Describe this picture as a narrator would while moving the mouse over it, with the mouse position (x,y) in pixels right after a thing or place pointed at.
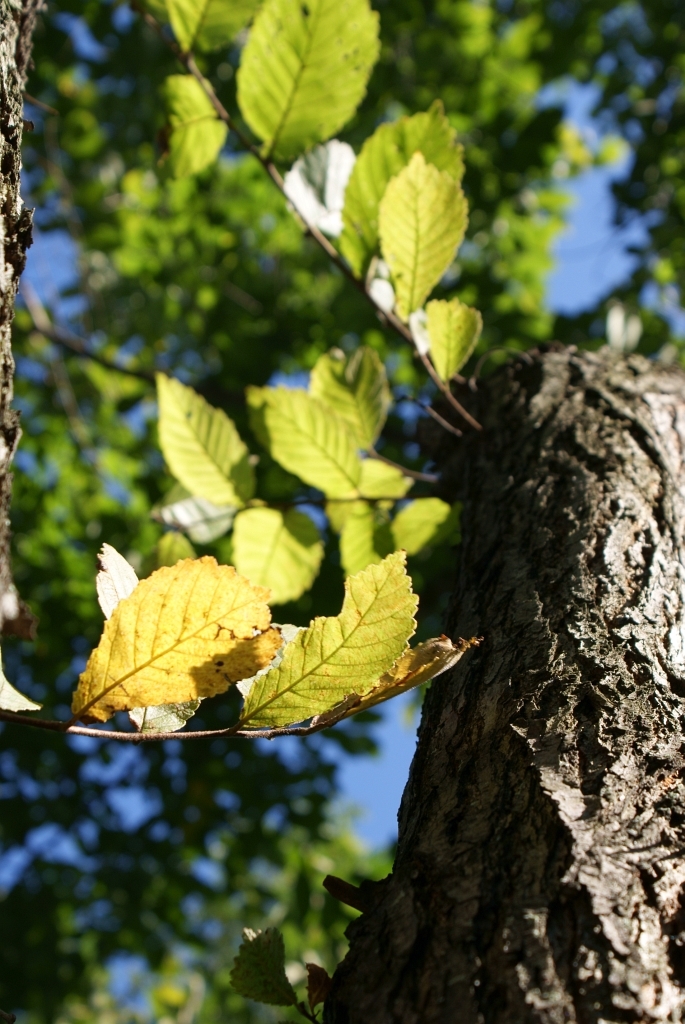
In this image we can see trees (320,696) and sky (554,250).
